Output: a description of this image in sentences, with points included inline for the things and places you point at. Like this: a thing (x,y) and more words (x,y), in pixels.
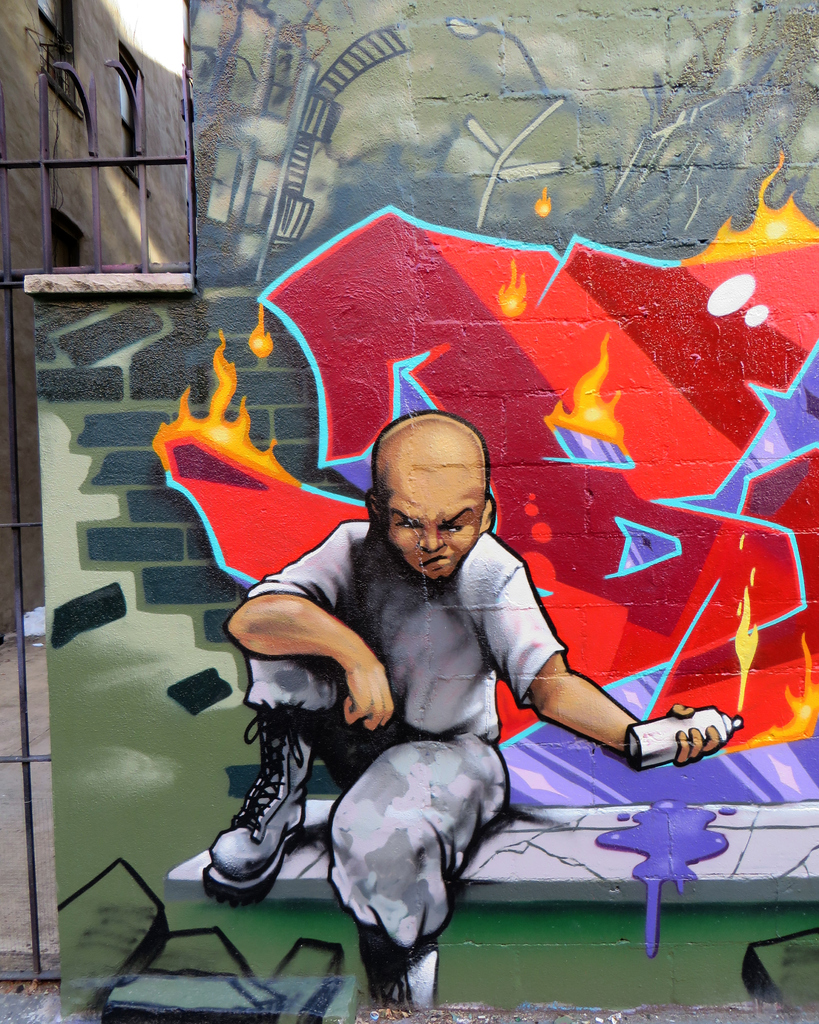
This image consists of a wall (386,589) on which graffiti (376,566) is made. To the left (50,195), there is a fencing (23,167) on the wall (55,794). The painting (376,756) looks like a man (380,777) is sitting on the bench (544,886).
